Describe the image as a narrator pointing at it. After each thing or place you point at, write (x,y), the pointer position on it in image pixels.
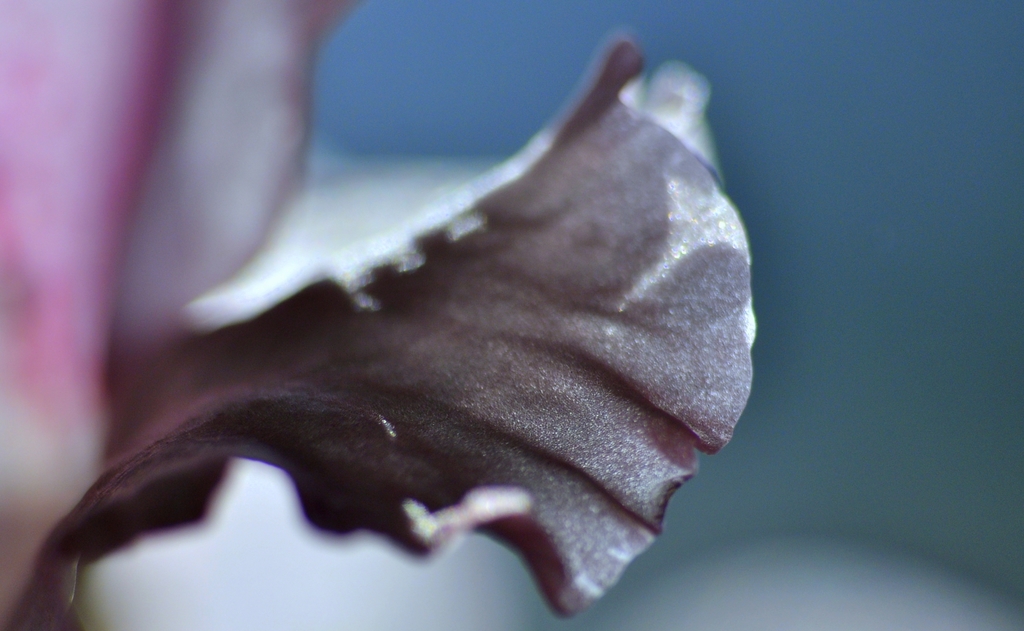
The image is a macro photography. The background (748,97) is blurred.
